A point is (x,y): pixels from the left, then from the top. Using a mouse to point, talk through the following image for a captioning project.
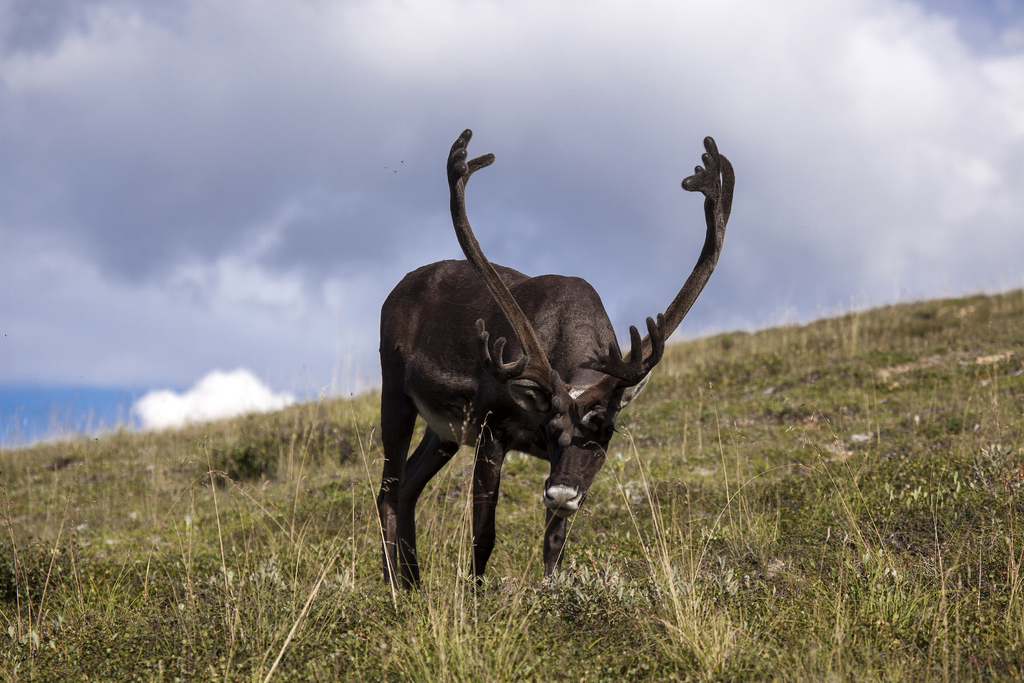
In this picture I can see there is a reindeer (585,337) standing on a slope (447,490) and on the floor (523,611) I can see there is grass (528,611) and the sky (333,96) is cloudy.
